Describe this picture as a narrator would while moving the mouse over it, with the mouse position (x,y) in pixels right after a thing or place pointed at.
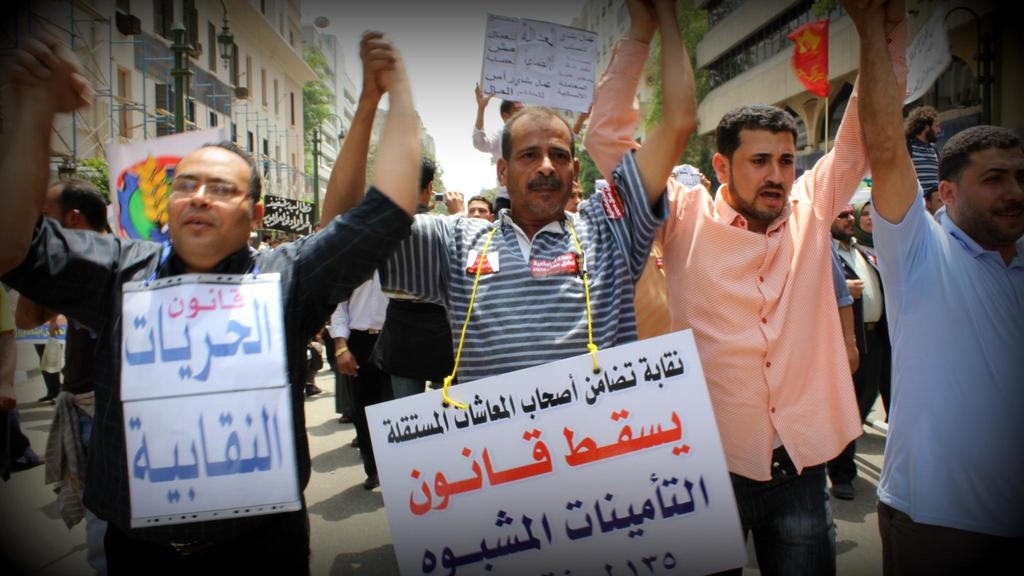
In this image I can see group of people (743,404) standing, the person (12,105) in front (606,379) is wearing a white color board (501,377). Background (269,148) I can see few multi color flags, buildings (282,153) in white and cream color, few light poles (320,129), trees (308,59) in green color and the sky (464,89) is in white color.
